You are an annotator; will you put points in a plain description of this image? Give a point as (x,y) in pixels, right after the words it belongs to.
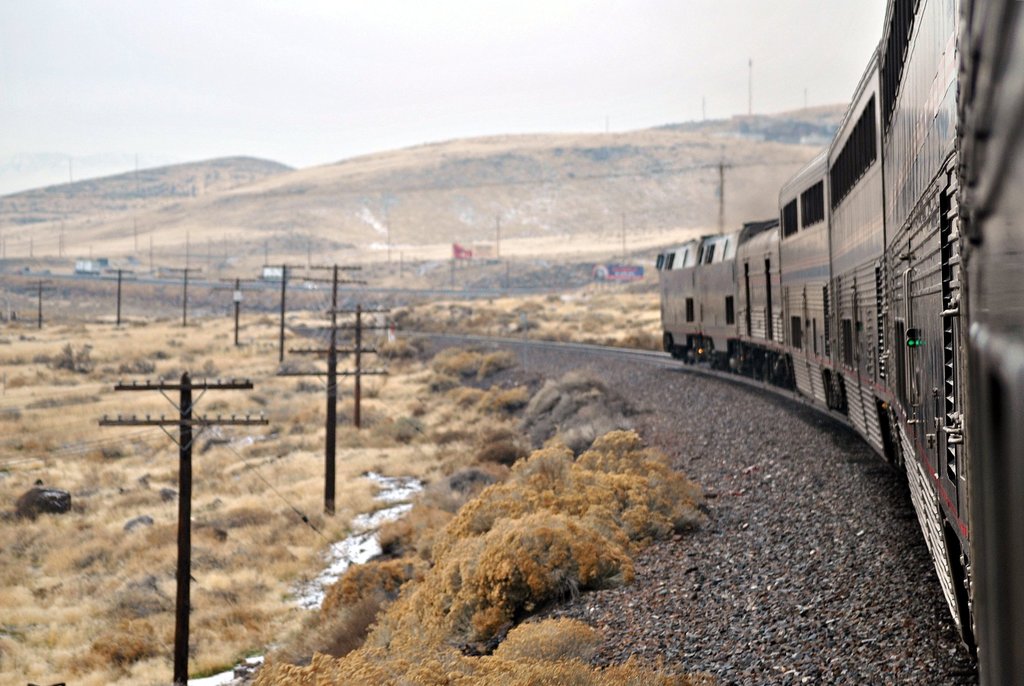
In this image there is a train (767,317) on the railway track (667,354). The train (738,329) is taking the turn. Beside the train (693,322) there are stones (638,369). At the top (414,64) there is the sky (414,66). There are electric poles (329,407) on the left side (337,353). At the bottom (85,567) there is dry grass (57,467).
